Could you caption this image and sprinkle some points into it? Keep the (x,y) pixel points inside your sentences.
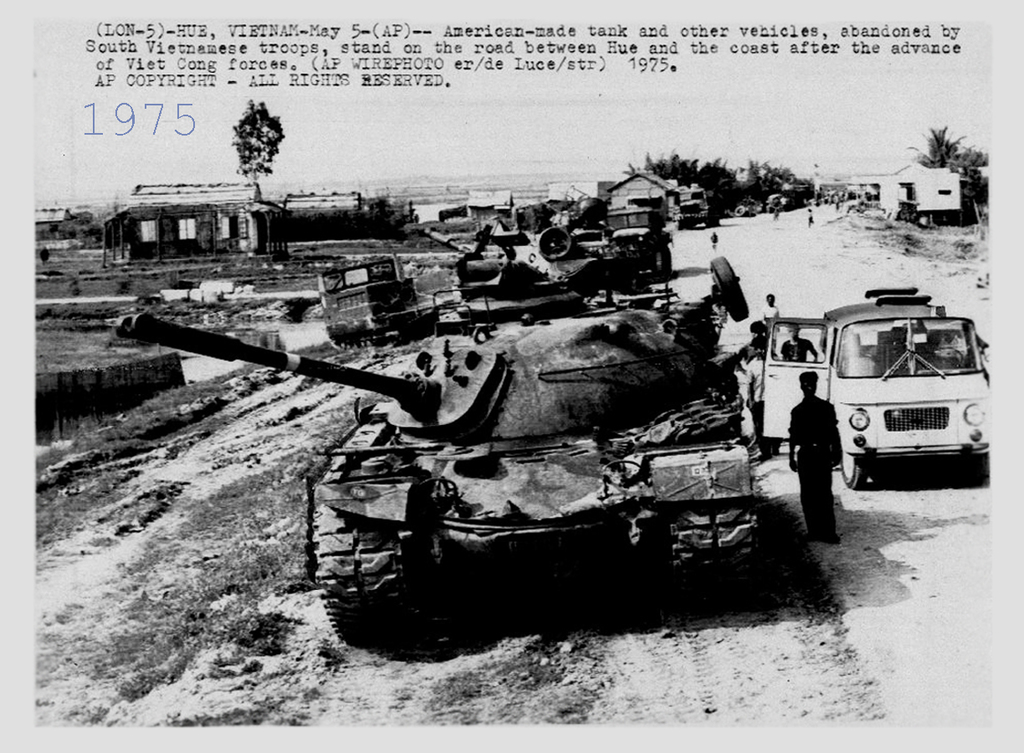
In this picture there is a poster (732,461). In that poster (940,435) we can see military tanks (575,344), beside that we can see some people (804,447) were standing near to the car (785,417). In the background (906,188) we can see the shed (920,193), building (866,190), house (668,208), plants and poles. At the top (321,83) we can see the article (368,72). On the top left corner (97,123) there is a sky (72,116).
